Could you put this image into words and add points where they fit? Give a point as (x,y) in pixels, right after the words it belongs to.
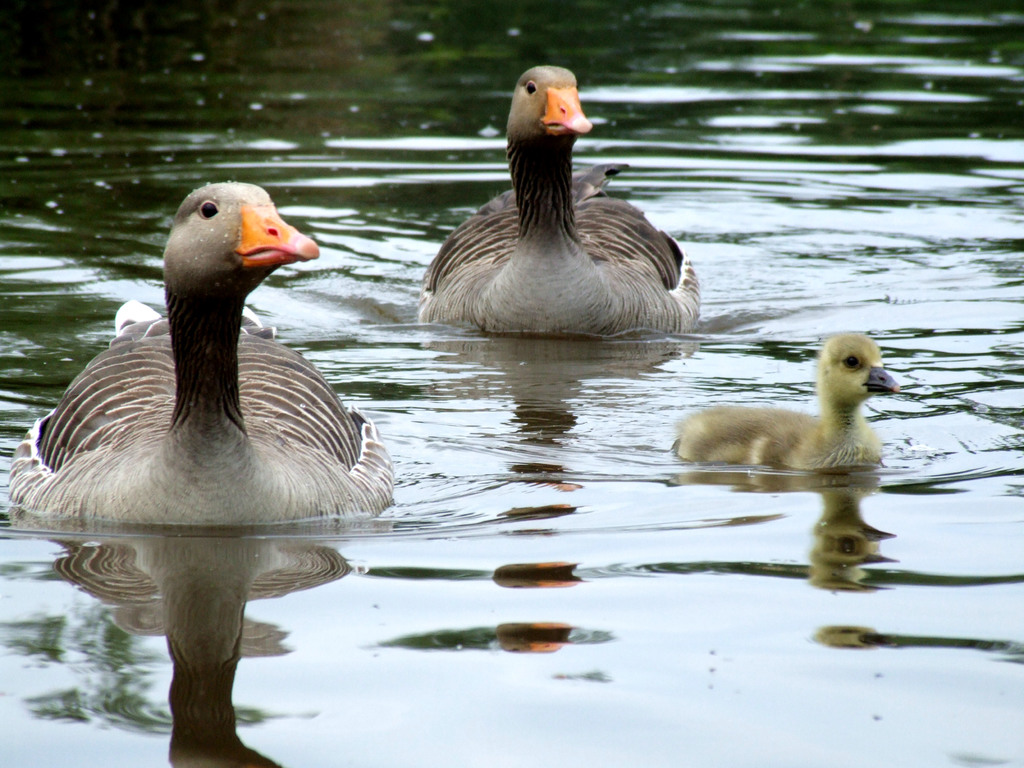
This image consists of ducks (235,335) in the water (710,612). At the bottom (587,630), there is water (611,498).
